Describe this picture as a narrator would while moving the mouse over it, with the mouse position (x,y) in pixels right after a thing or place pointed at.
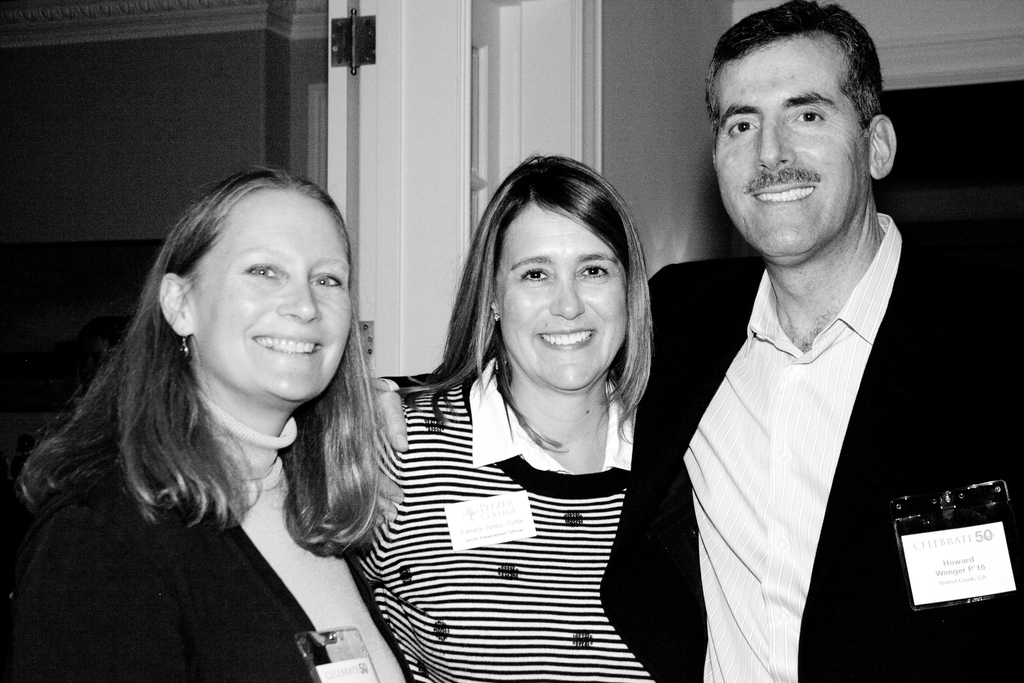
It is the black and white image in which we can see there are three people (547,518) in the middle (505,424). On the right side (801,472) there is a person (869,461) who is having a badge (938,533) on his coat (950,458). On the left side (284,604) there are two women (284,604). In the background (312,146) there is a wall (653,103).
